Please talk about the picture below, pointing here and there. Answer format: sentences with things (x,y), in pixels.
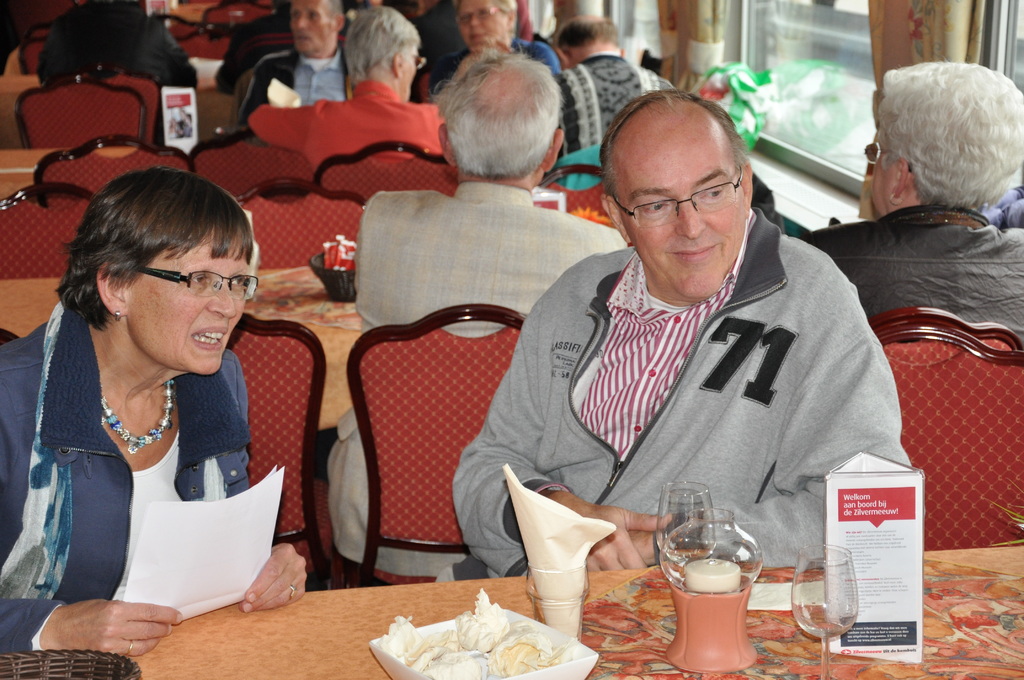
In this image there are group of people (508,161) who are sitting on a chairs (151,81) in front of them there are many tables (350,596) on the tables (309,311) we could see glasses (813,582), bowls (516,617), papers (168,513), and some tissue papers (544,545) are there on the tables (330,397). On the top of the right corner (808,73) there is a window (858,33) and curtains (722,28).
